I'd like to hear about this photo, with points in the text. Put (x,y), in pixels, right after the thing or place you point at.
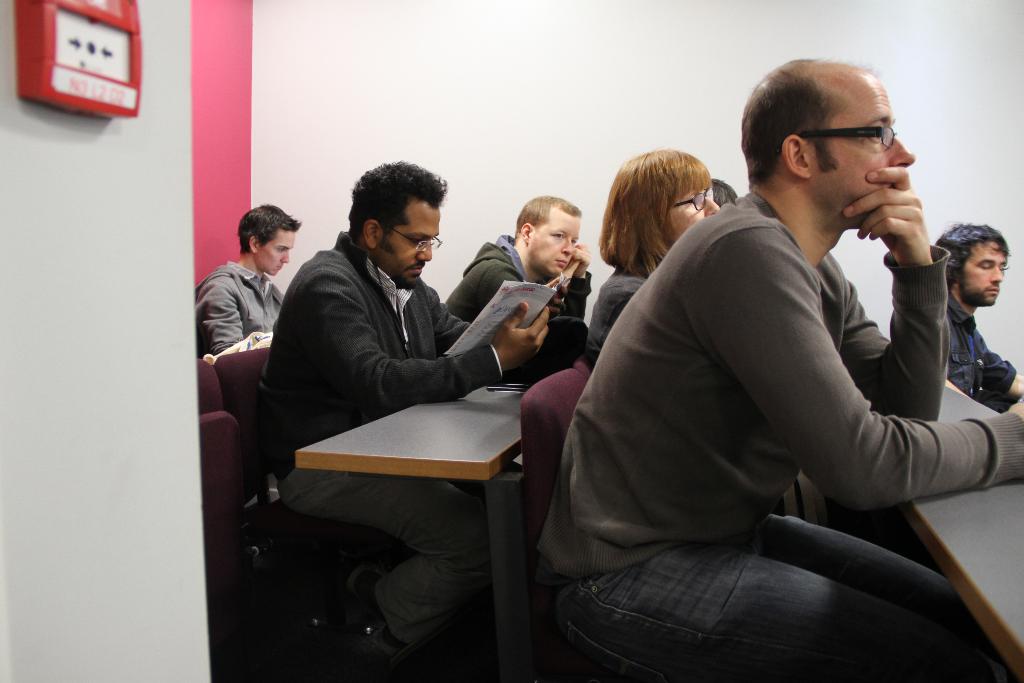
The image is taken in the room (511,143). The room (500,149) is filled with tables (492,431) and chairs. There are people (697,376) sitting. On the left (114,4) there is a fire alarm (69,97) which is attached to the wall (10,65).
